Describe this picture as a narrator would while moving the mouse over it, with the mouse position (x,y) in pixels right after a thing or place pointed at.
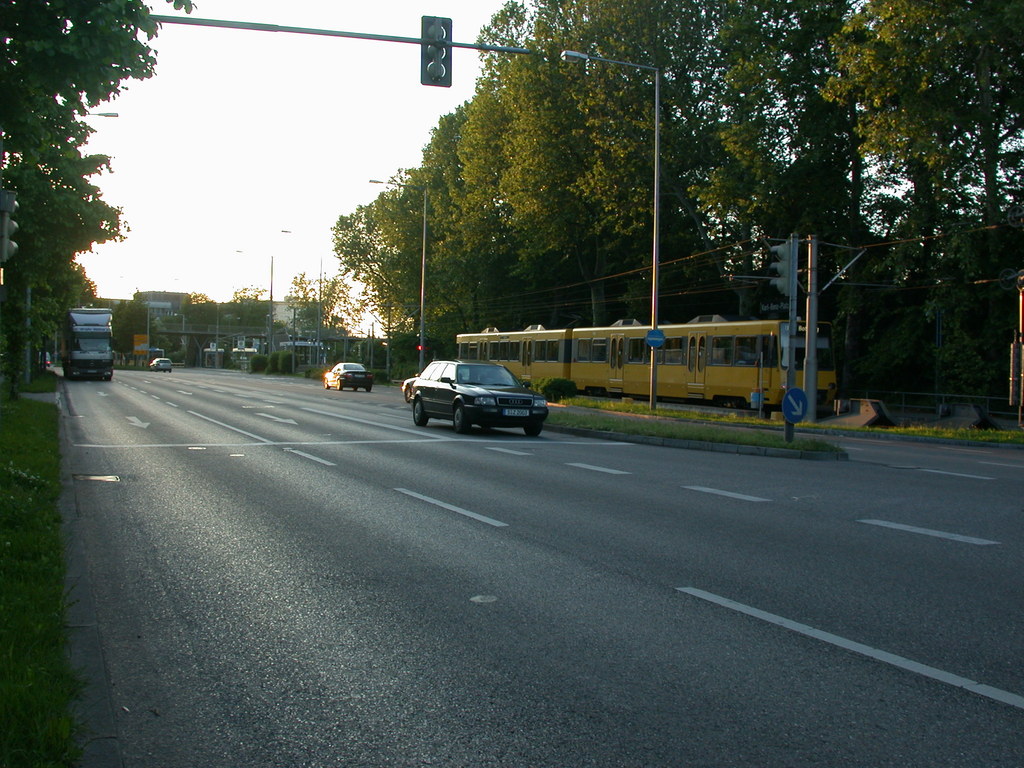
In the middle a car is moving on the road (511,512). At the top (433,49) it's a traffic signal (433,49), in the right side (721,115) there are trees (644,200).
